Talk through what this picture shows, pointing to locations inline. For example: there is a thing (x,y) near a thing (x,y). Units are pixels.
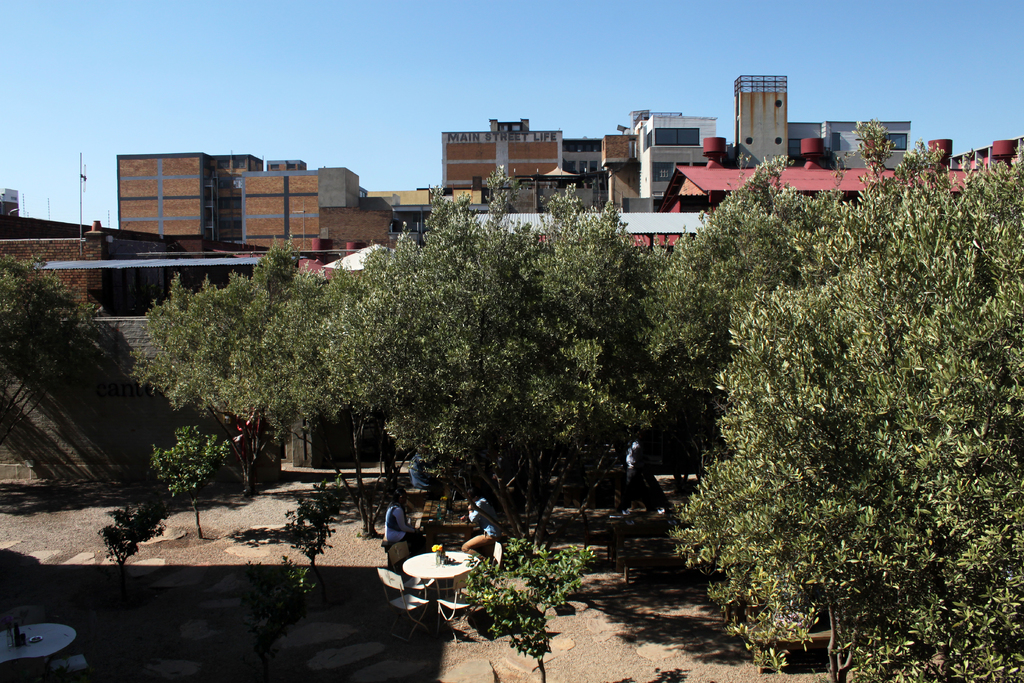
In the front of the image (512,543) there are chairs (465,601), people (473,521), tables (430,525), trees (678,348) and objects (432,550). In the background of the image (523,136) there are buildings (133,226), poles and sky (381,82).
